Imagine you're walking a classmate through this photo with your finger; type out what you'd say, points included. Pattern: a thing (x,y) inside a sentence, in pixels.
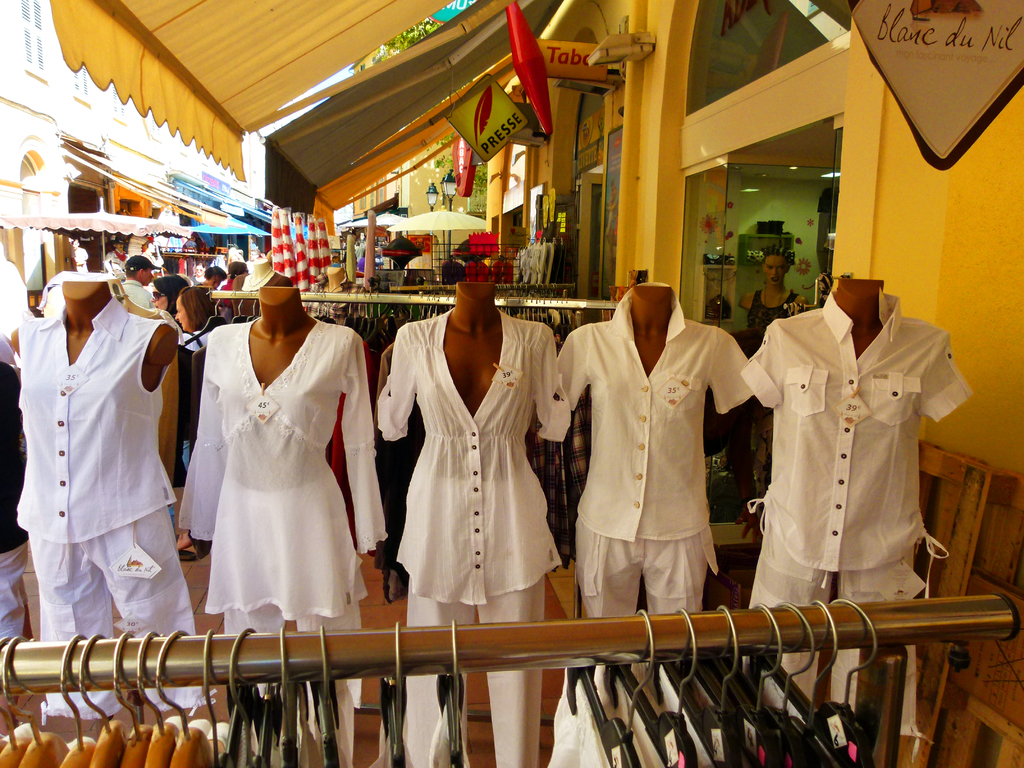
In the picture we can see a shop building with a glass door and outside the shop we can see some shed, part under it we can see some hangers (132,759) and clothes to it and behind it, we can see few mannequins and behind it also we can see some hangers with clothes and outside it we can see some people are walking and opposite side we can see some buildings (34,94) with some shops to it.
